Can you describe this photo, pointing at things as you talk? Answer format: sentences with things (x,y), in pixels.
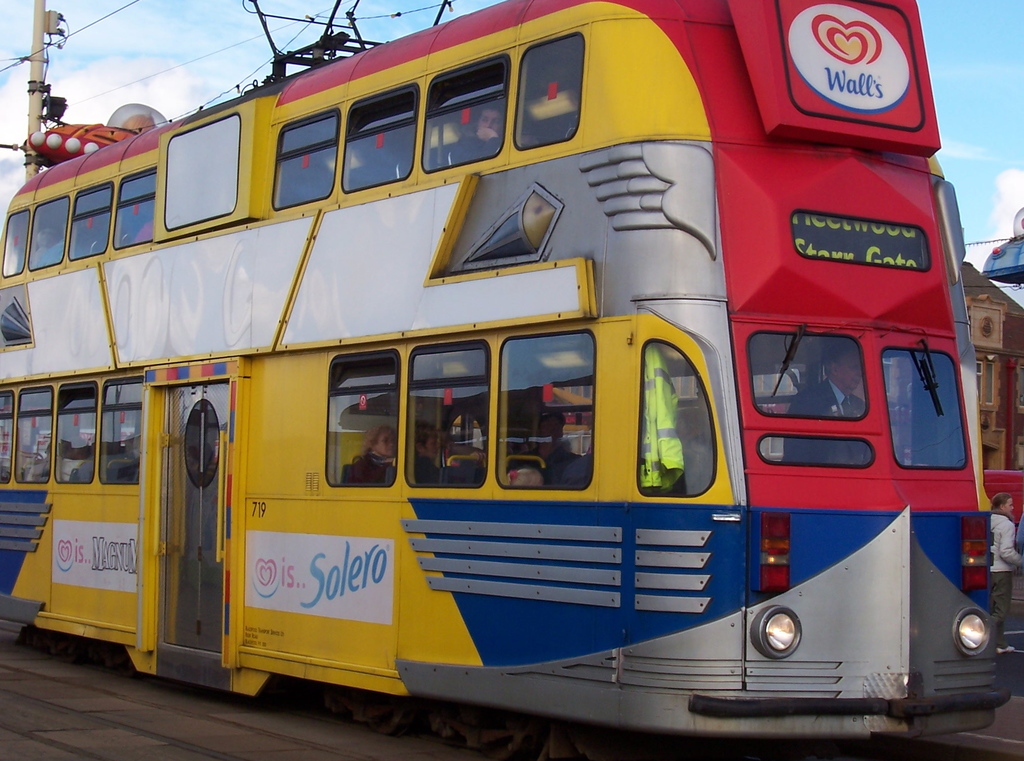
In this picture we can see many peoples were sitting inside the bus (138,297). At the top (161,71) we can see electric wires (356,19). In the top left corner (30,107) there is an electric pole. In the top right corner (1018,99) we can see sky (987,103) and clouds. On the right (1006,548) there is a woman (1010,562) who is standing near to the building (1022,369).
